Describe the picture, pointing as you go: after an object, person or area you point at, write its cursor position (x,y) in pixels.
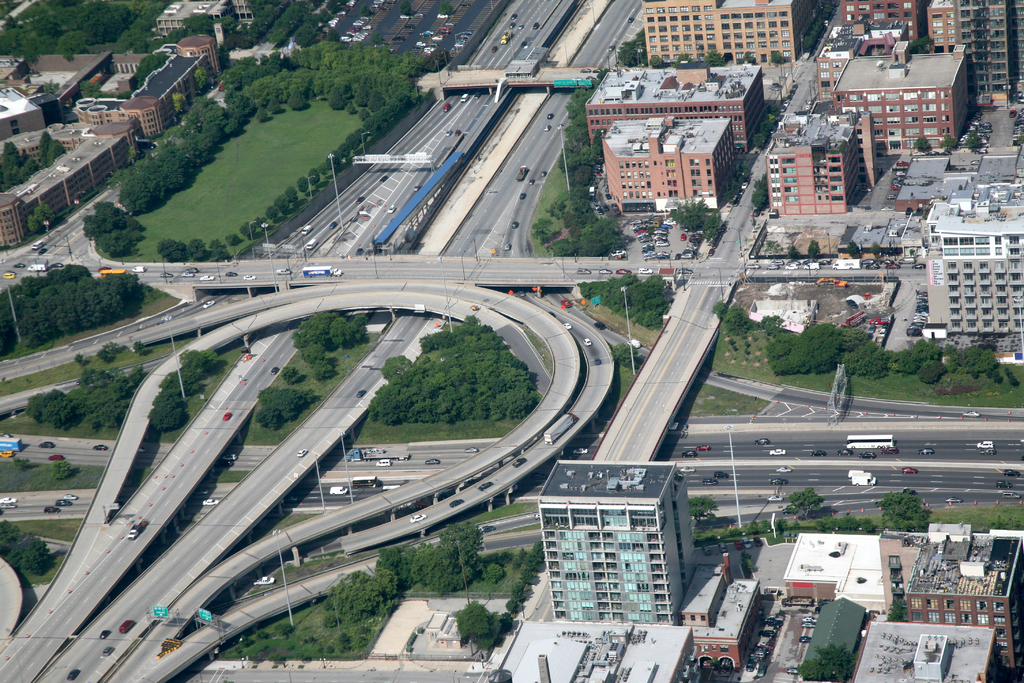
In the picture I can see trees (477,343), buildings (587,545), vehicles (763,441) on roads (424,276), the grass (299,164), street lights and some other objects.
